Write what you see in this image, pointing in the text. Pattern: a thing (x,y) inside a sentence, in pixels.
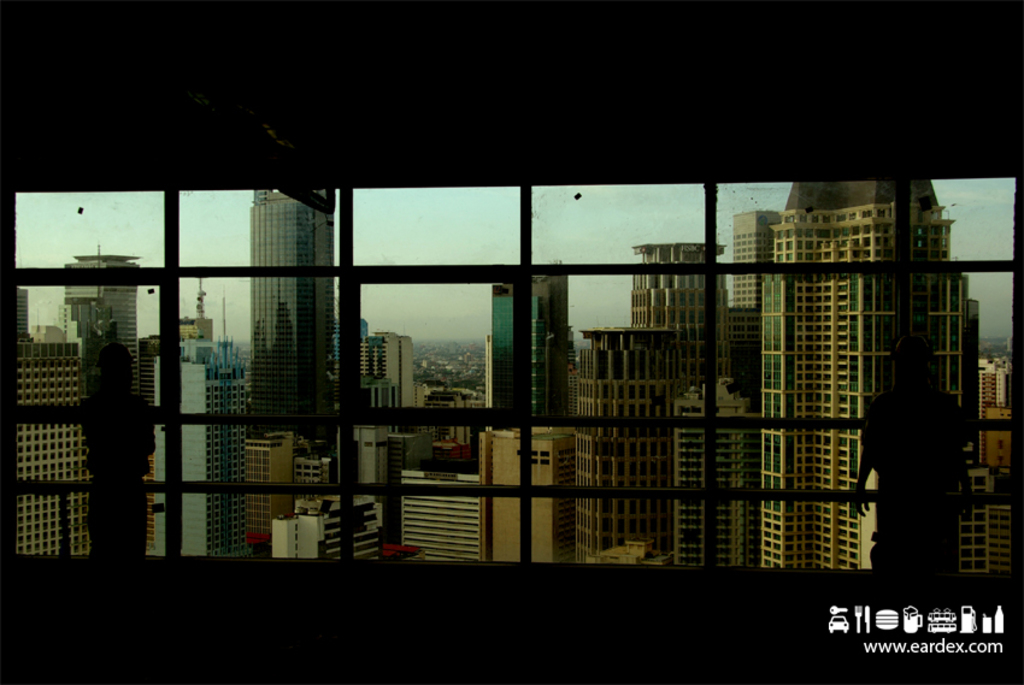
As we can see in the image there are buildings (460,522), sky (450,315) and a person (879,415) standing on the right side (904,482). The image is little dark.
